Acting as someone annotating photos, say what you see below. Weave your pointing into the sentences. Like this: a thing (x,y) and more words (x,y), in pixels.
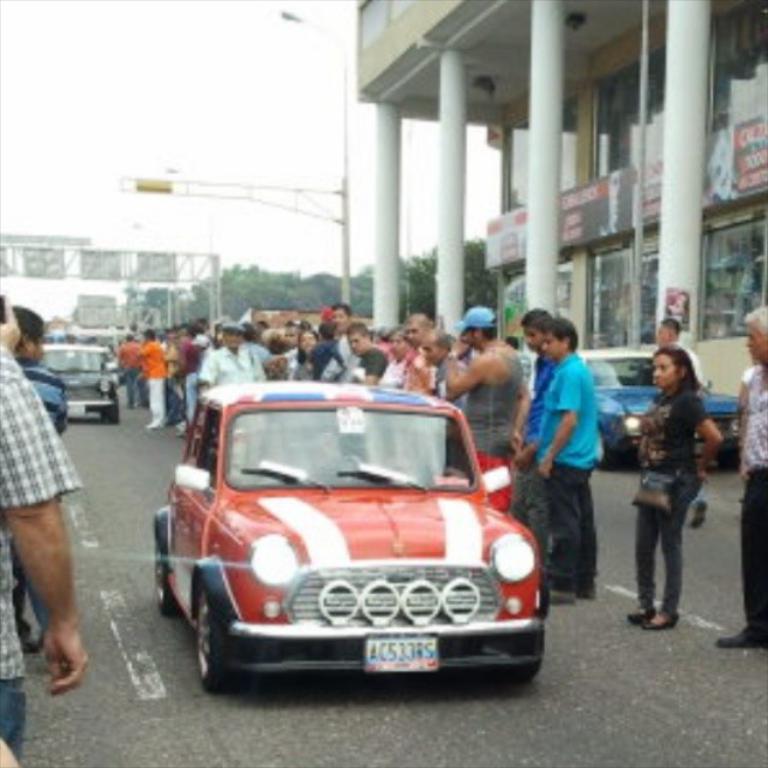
In this image there is the sky (176,62) truncated towards the top of the image (152,95), there are poles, there are boards (50,258) truncated towards the left of the image (39,260), there is a street light (283,14), there is a building (508,131) truncated towards the right of the image (621,208), there are boards (631,178) truncated towards the right of the image (575,224), there is text (573,210) on the board (562,193), there are pillars (701,174) truncated towards the top of the image (671,165), there are group of persons (173,416) on the road (137,558), there is a person (759,490) truncated towards the right of the image (752,450), there are persons (37,503) truncated towards the left of the image (10,462), there are vehicles (313,556) on the road (602,733), there are trees (416,282).
